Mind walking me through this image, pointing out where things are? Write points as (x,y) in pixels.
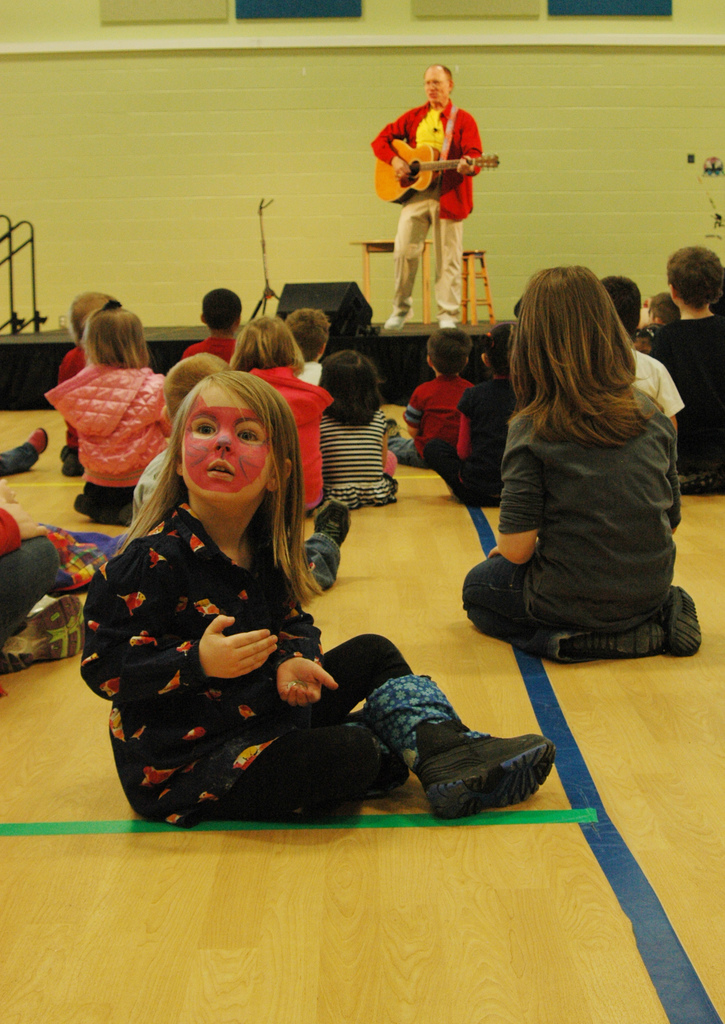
Kids (221,406) are sitting on floor (481,680). On this stage (383,340) a person (433,189) is playing a guitar (435,161).
